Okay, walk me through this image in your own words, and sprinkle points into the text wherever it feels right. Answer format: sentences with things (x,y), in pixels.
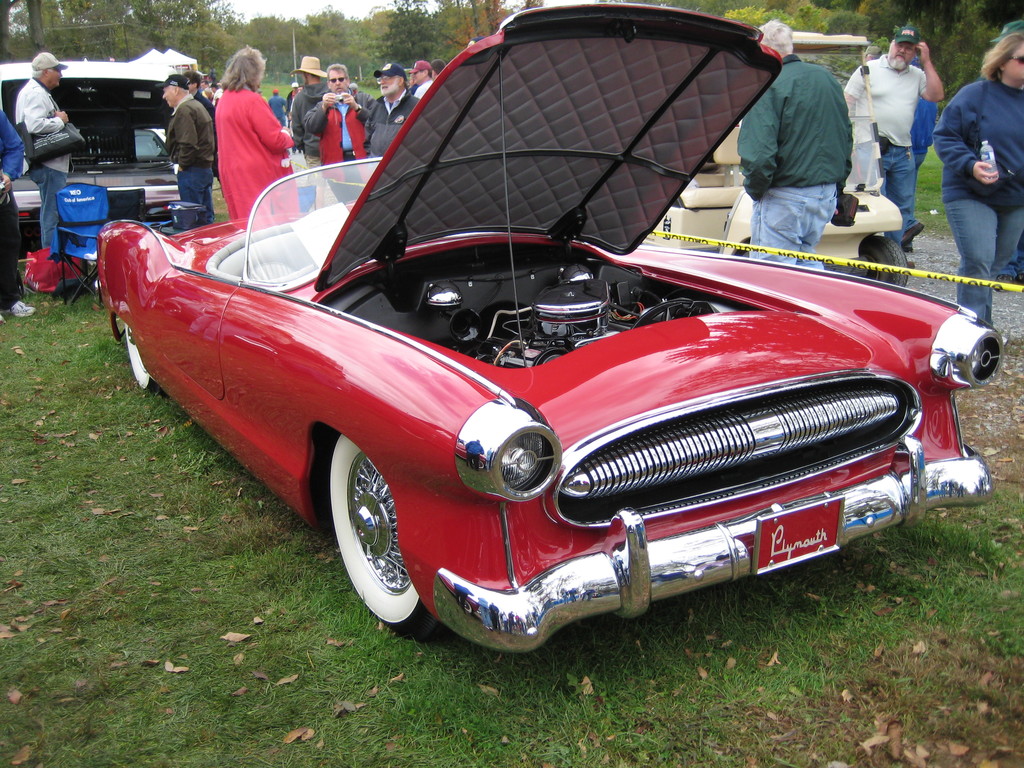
In this picture we can see vehicles (98,96) on the grass (120,398) with open bonnets (419,218) and a yellow tape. In the background (203,195), we can see people (914,67) standing and looking somewhere. The place (217,190) is surrounded by trees (946,76) and plants (123,53).
